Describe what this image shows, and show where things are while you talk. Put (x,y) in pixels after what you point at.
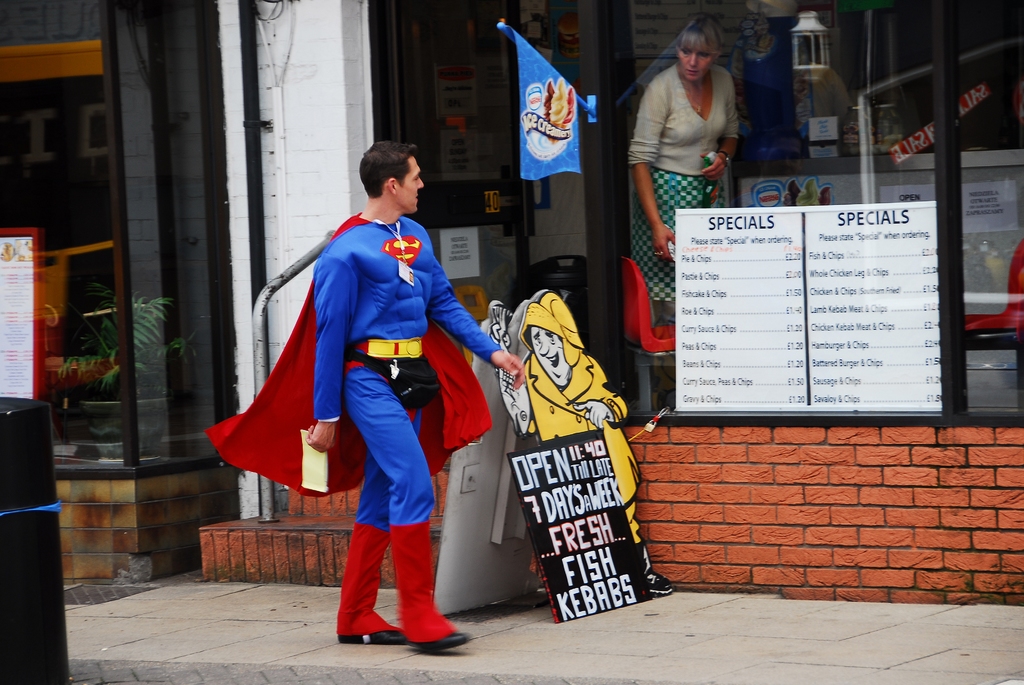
In this picture we can see man (425,239) wore superman suit (420,288) and he is carrying bag (420,391), looking at the woman (646,112) and walking on the foot path (482,627) and in the background (127,152) we can see pipe (250,168), some glass (150,200), flower pot (116,410) with plant (112,359) and a flag (551,91), here it is a menu (935,302) of the entrance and here it is a banner (551,495), this is a brick wall (874,517).
